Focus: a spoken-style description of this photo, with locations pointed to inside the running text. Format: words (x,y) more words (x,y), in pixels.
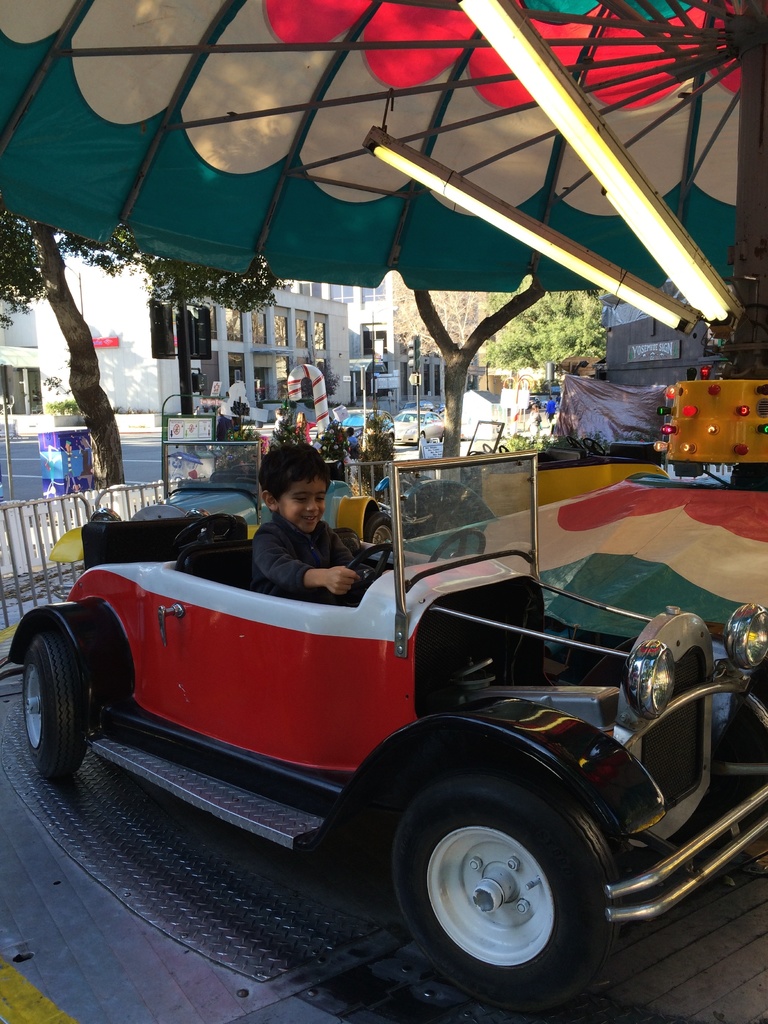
In this image there is a car (230,569) in that car (249,635) a boy (271,576) sitting, in the background (131,407) there is a tree (95,413), road (29,477), building (224,339) and trees (516,345).
